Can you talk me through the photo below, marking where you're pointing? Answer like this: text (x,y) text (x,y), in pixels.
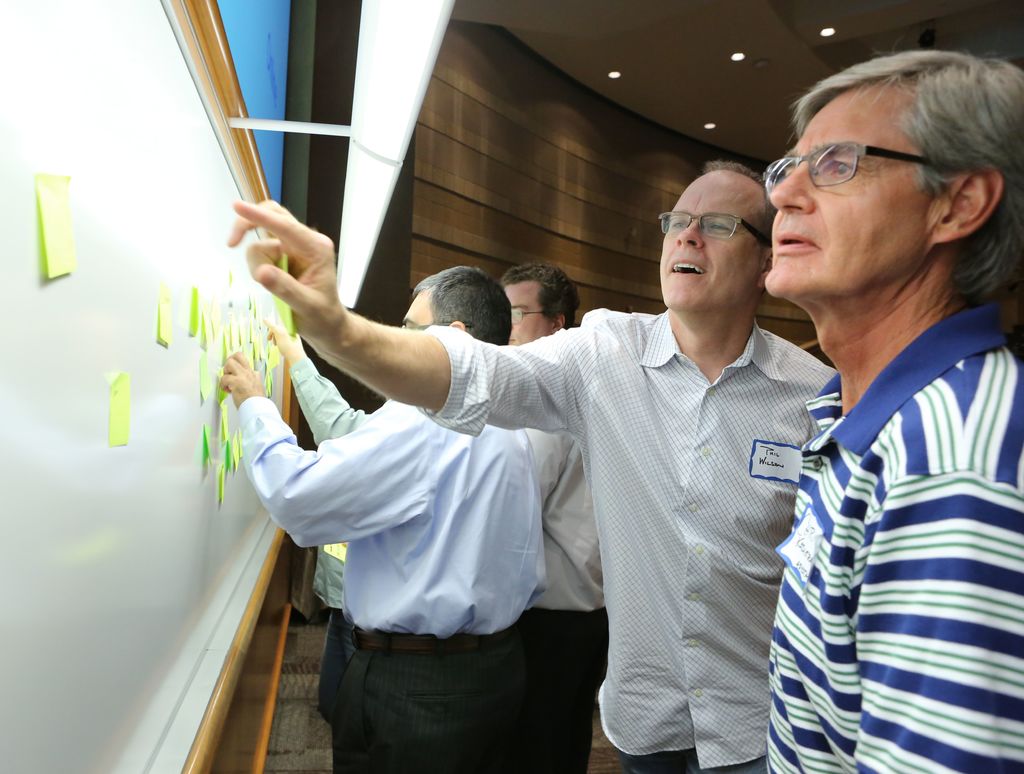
In this image I can see few people (654,382) are standing in front of the white board (152,576). I can see few papers (165,302) attached to the board (78,255). At the top (626,124) I can see lights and the wall (581,100).
